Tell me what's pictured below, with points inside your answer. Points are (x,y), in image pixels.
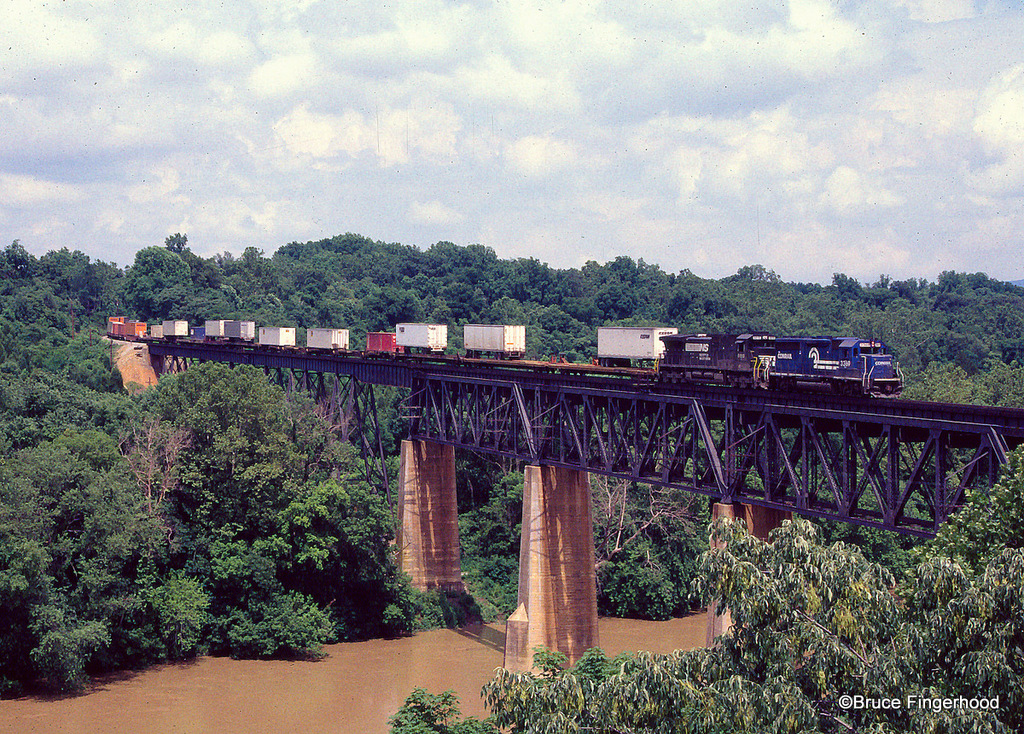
In this image we can see a bridge (745,426) with railway track (840,404) and pillars (535,512). On that there is a goods train (440,333). Also there is water (356,662). And there are trees (351,456). In the background (478,98) there is sky (623,138) with clouds (699,176). In the right bottom corner (902,703) there is text (892,702).
